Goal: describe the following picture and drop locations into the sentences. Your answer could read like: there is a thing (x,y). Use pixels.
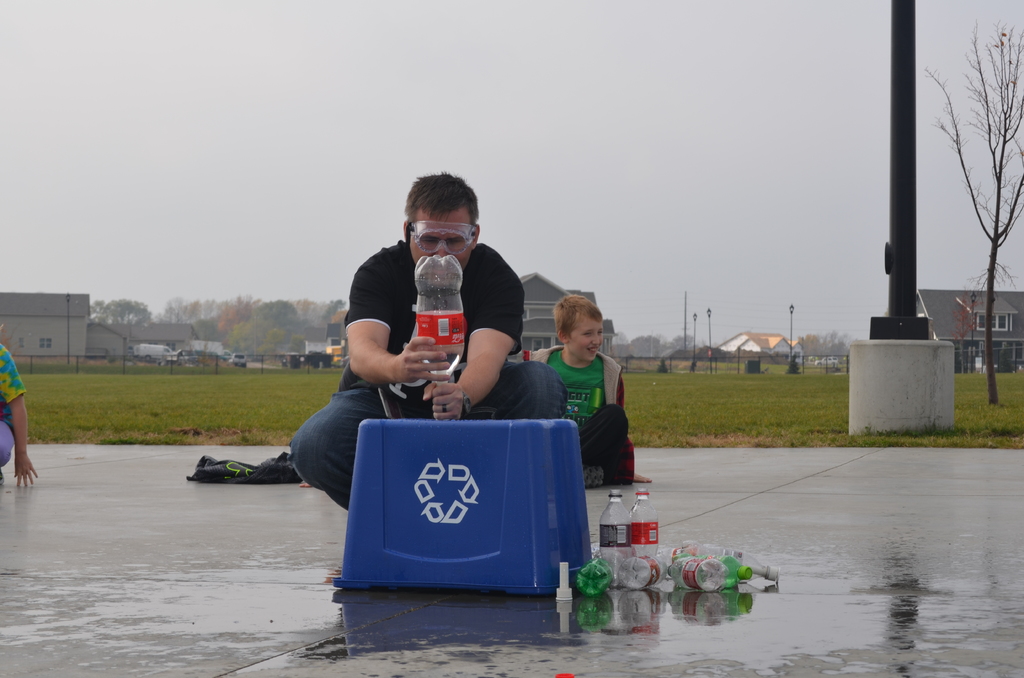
This picture describes about group of people (307,459), in the middle of the image (479,277) we can see a man (493,287), he wore spectacles (467,238), and he is holding a bottle (427,311), beside to him we can find few more bottles (629,540) and a box (501,515), in the background (767,413) we can find few poles (898,261), trees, buildings (185,339), vehicles (159,352) and grass (270,380).
